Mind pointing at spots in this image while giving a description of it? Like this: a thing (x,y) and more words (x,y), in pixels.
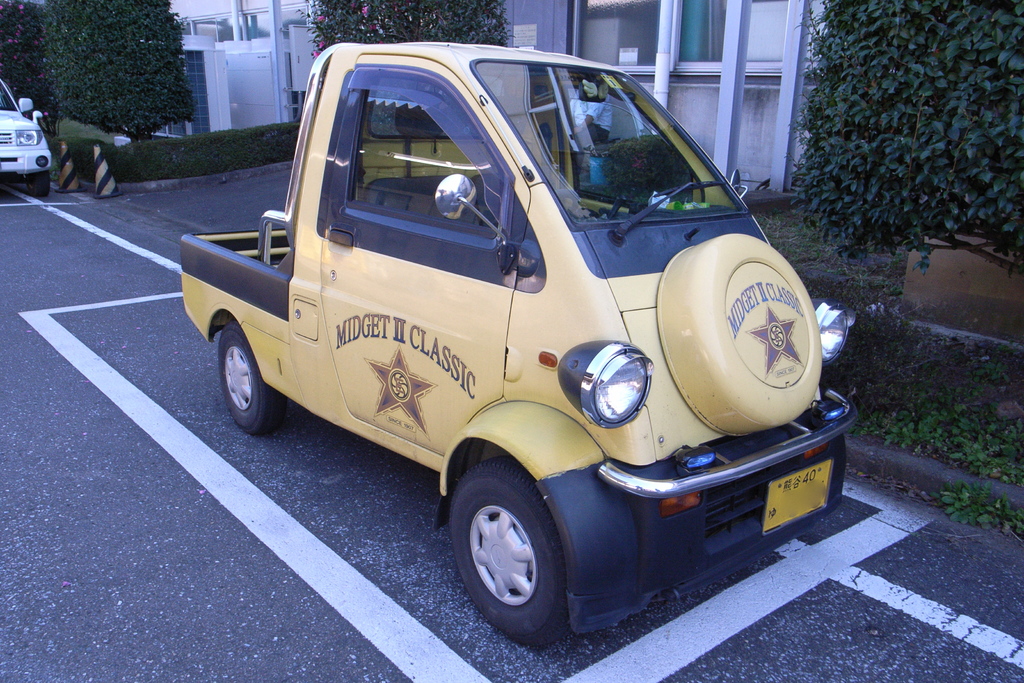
In this image I can see a road (85,355) and on it I can see few white lines (100,307) and two vehicles (402,432). In the front (436,326) I can see something is written on the vehicle (533,426). In the background (999,368) I can see number of trees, bushes (865,180), grass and few buildings (744,49).
